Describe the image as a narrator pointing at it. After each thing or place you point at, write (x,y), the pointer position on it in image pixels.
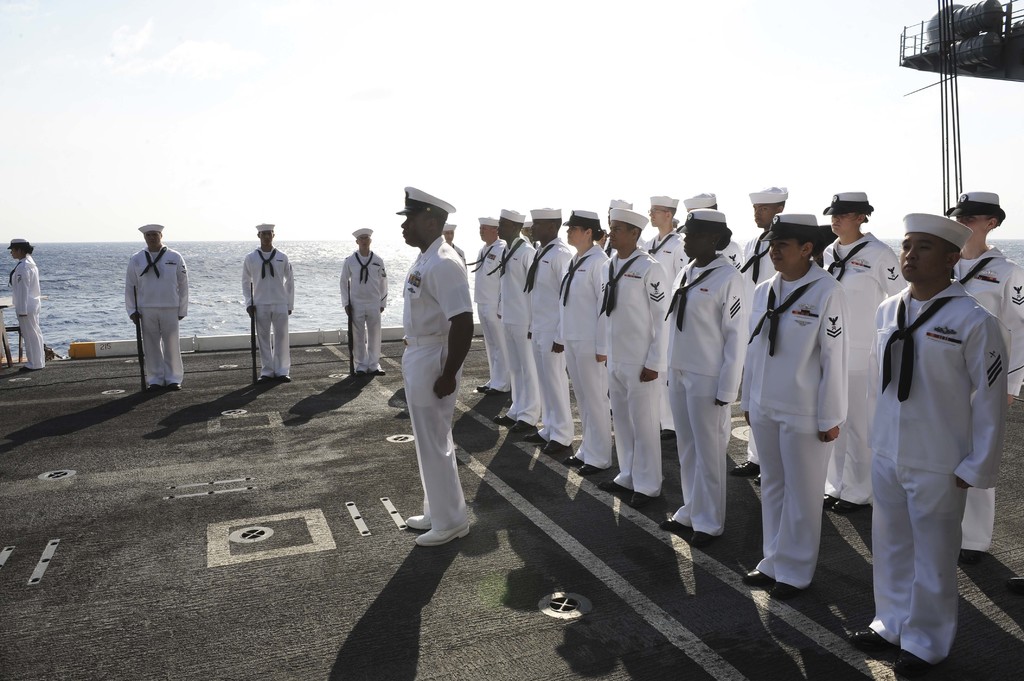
In this image in front (426,396) there are people (610,354) standing on the deck (621,504). Behind them there are a few objects (1021,64). In the background of the image (385,247) there is water (385,247) and sky (546,48). On the left side of the image (22,359) there is a table (2,309).
